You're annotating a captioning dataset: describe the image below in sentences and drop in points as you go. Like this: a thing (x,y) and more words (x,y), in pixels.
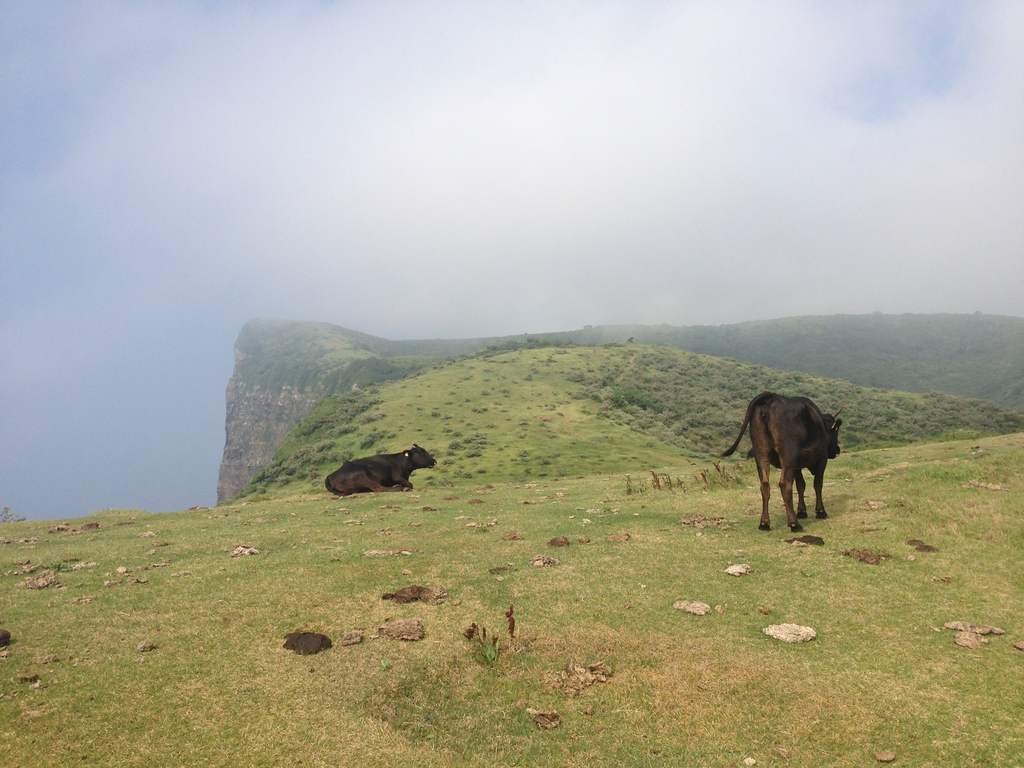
In the picture we can see a hill (16,666) covered with grass surface (285,580) on it, we can see two cows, one is sitting and one is standing and in the background (258,399) we can see hills (724,338) and sky (529,251) with clouds (919,272).
